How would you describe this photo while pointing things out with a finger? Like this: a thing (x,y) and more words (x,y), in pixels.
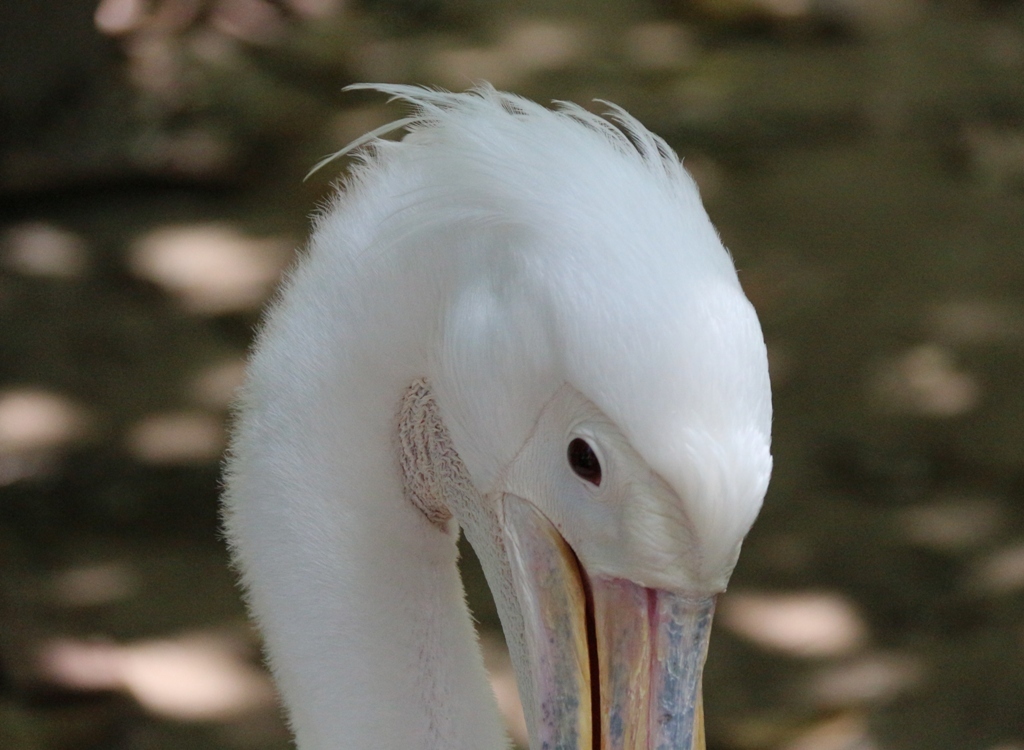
In this image I can see a bird (401,365). I can also see the background (487,14) is blurred.
